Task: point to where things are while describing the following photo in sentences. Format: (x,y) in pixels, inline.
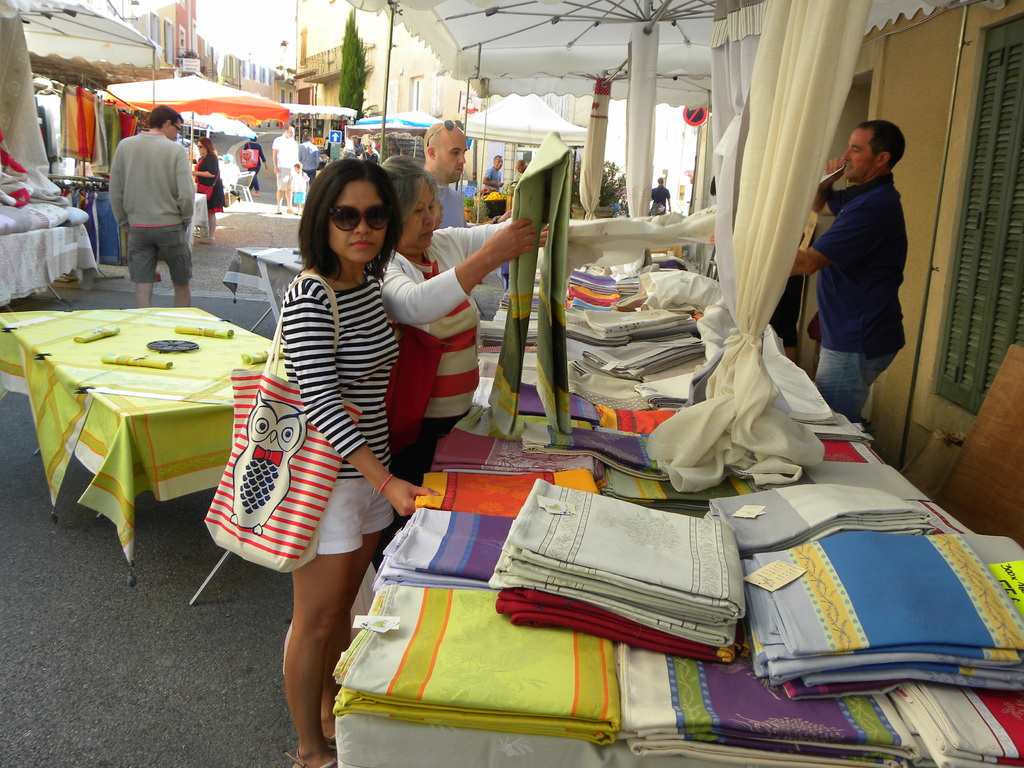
In this image there are two women (421,277) seeing the cloth (511,276) at the right side (821,265) there is a man (876,265), in front of the man (842,243) there is a curtain (769,203), at the background (440,149) there are few persons (290,148) standing, there is a tree (347,66), a building (324,22) and a sky (201,28).
